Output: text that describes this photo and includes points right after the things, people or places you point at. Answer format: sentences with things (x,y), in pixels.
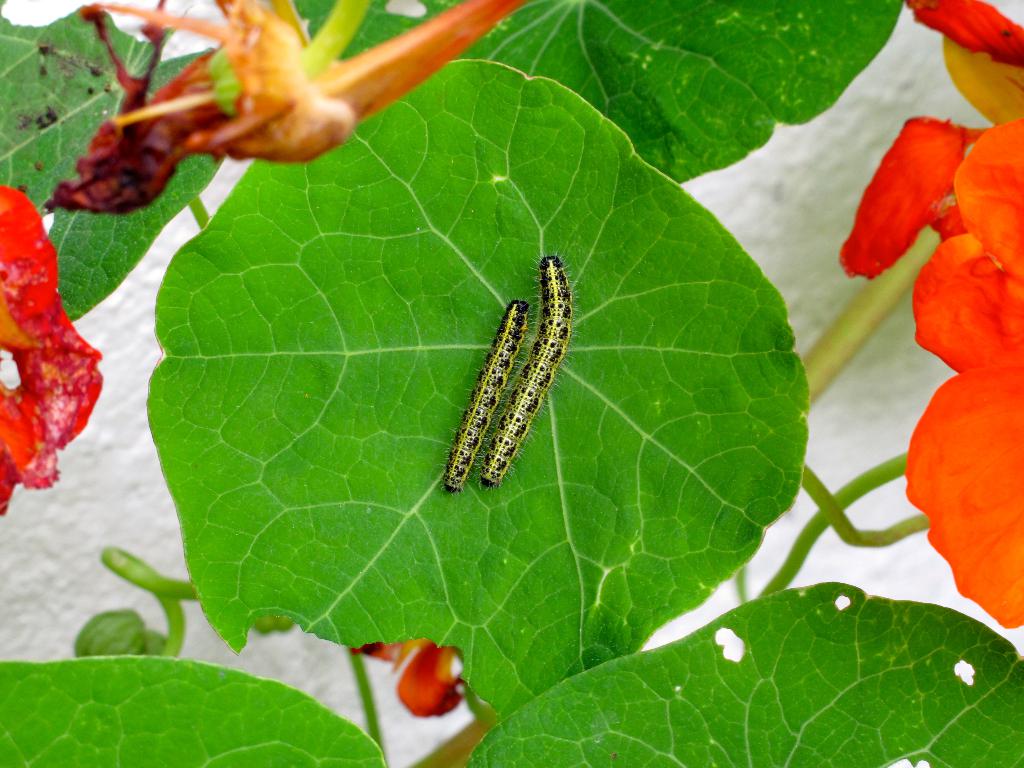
In this image, we can see leaves (463,196), flowers (223,12), worms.
